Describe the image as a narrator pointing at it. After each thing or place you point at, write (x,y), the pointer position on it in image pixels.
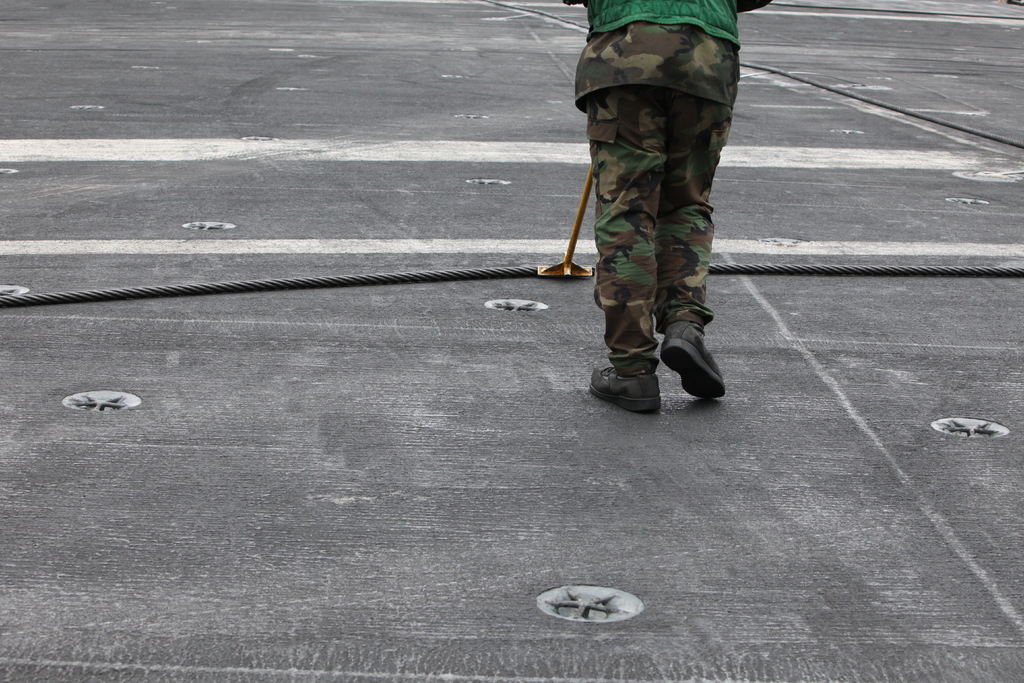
In this image we can see a person (656,255) standing on the ground (661,439) holding a metal rod (572,233). We can also see some ropes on the ground (681,451).
